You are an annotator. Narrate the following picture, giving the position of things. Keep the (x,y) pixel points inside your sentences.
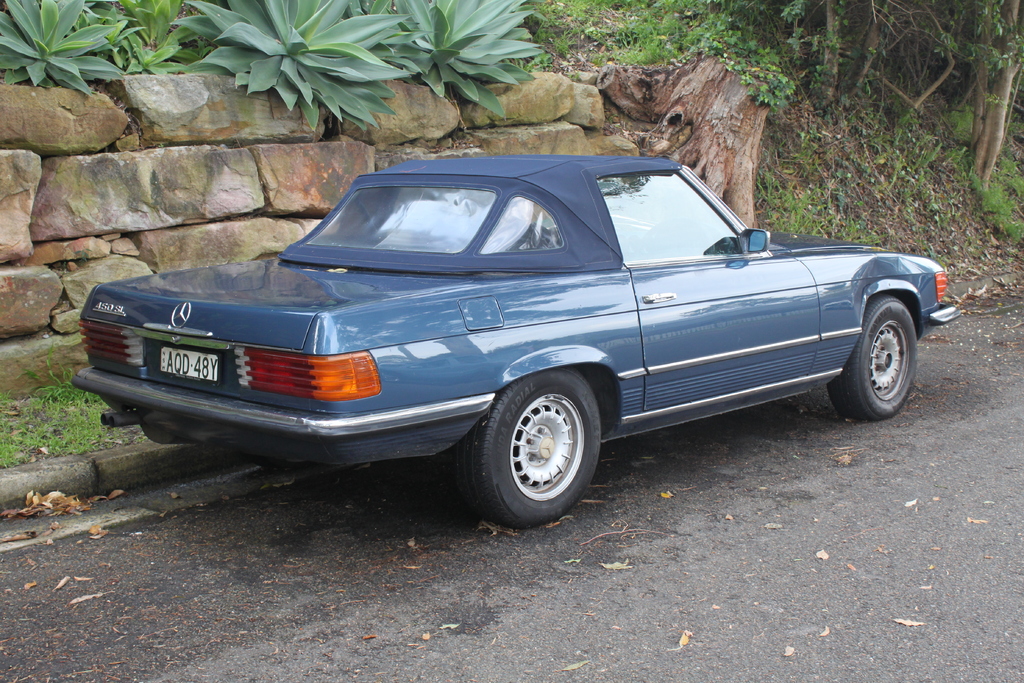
This image consists of a car (440,346) in blue color. It is parked on the road (522,552). In the background (590,115), we can see rocks (23,216), plants (803,75), and trees (837,30). At the bottom (429,605), there is a road (502,650).
